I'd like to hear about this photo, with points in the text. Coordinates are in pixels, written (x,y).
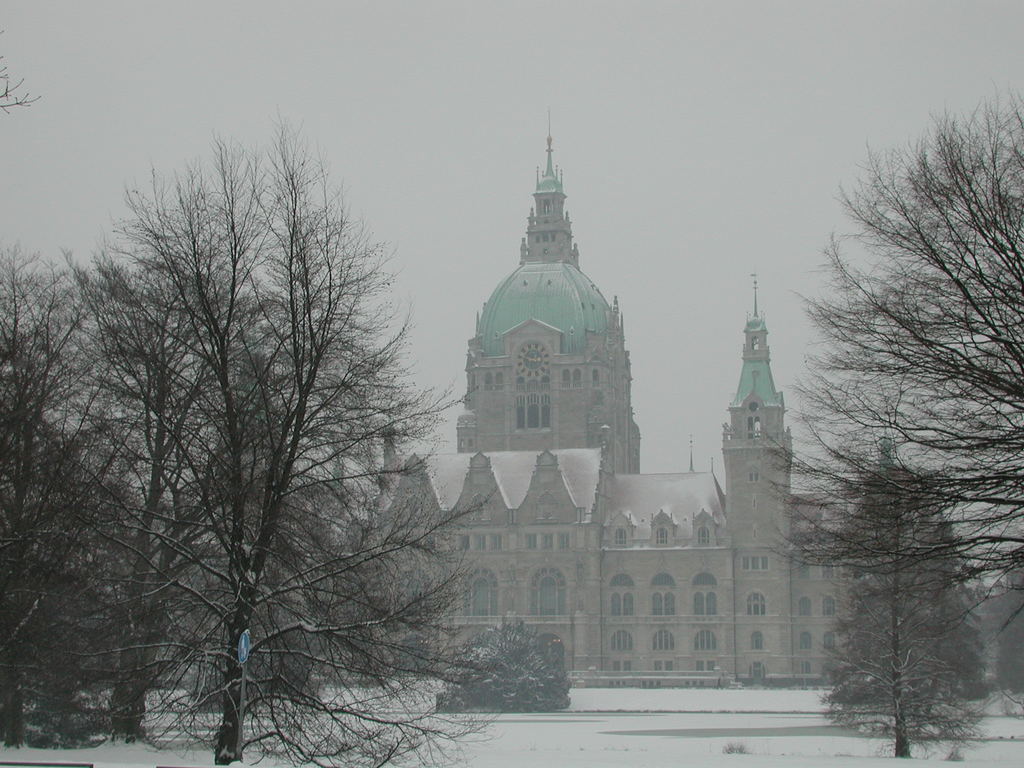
In this image we can see the land (456,747) covered with snow (718,709). There is a building (572,461) in the middle of the image (582,511) and trees (374,526) on the both sides of the image. The sky (693,73) is in white color. In front of the building (546,642), there is a plant (478,647).
